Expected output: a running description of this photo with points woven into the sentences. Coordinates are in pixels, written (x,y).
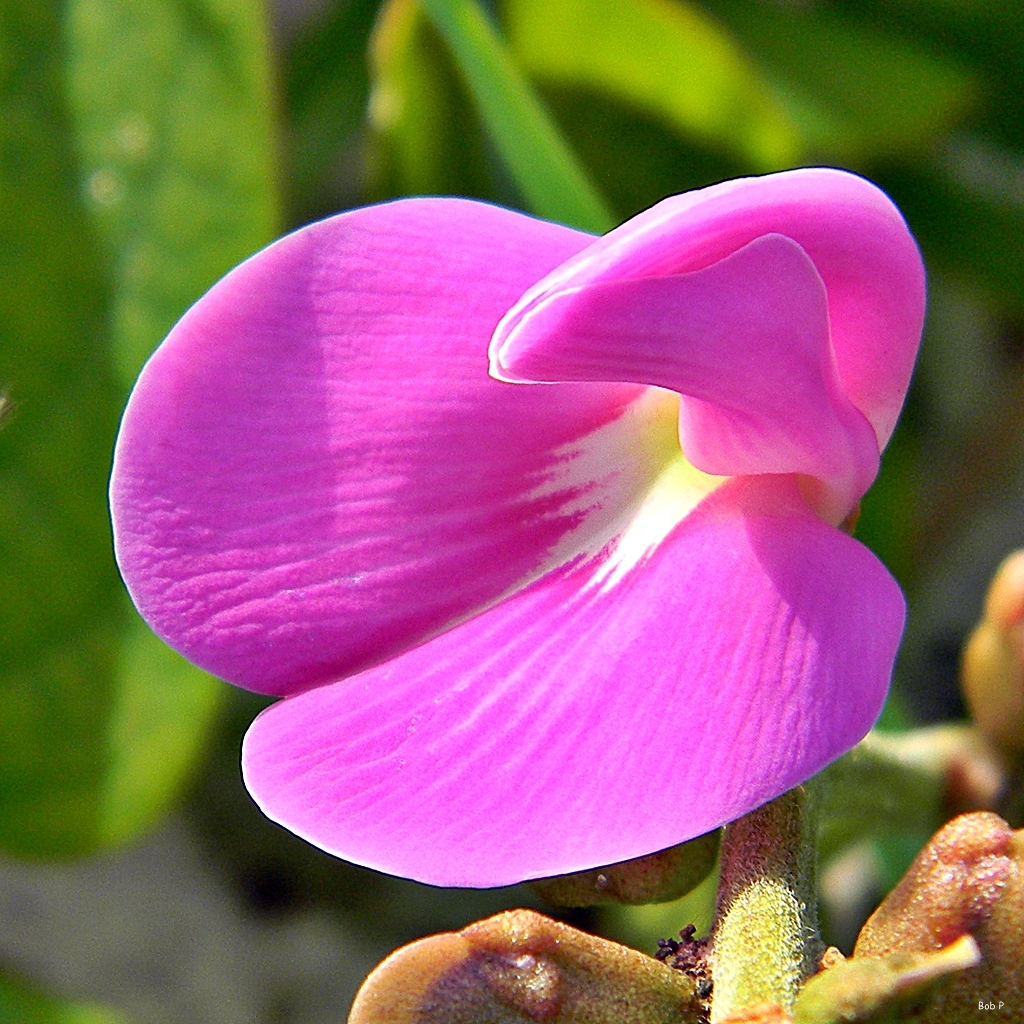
In this image there is a pink flower (564,477) in the middle (561,579). In the background (324,203) there are green leaves (260,117).
